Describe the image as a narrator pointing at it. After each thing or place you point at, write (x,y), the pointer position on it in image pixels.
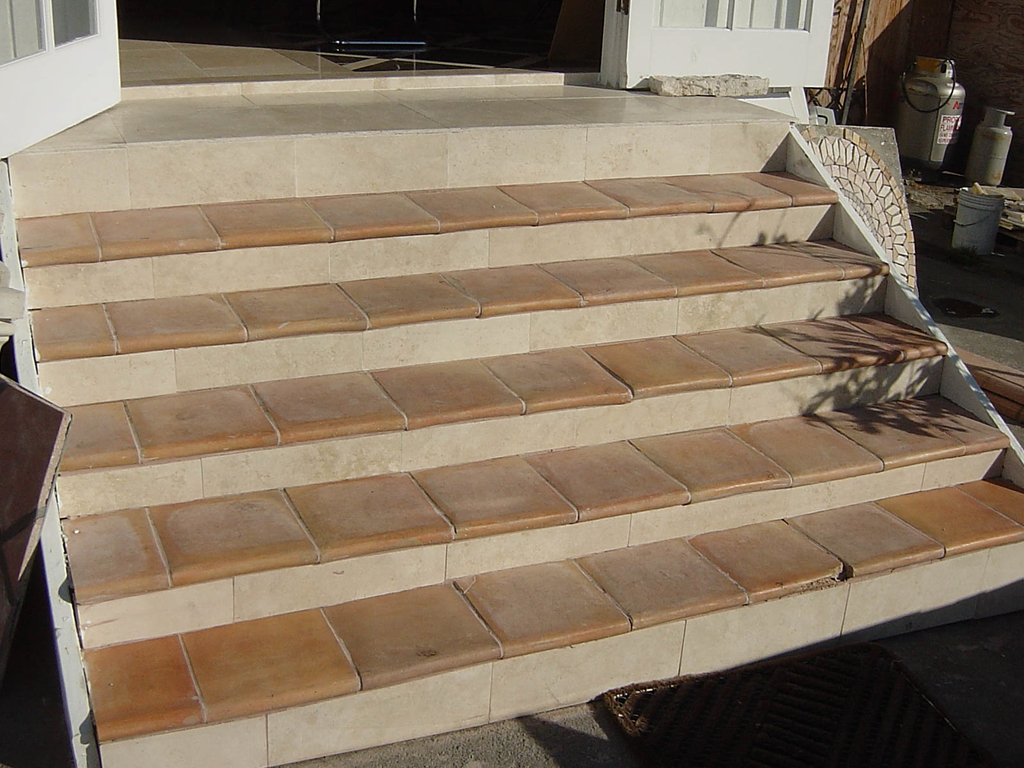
At the bottom of the picture (771,736), we see the doormat (770,724). Beside that, we see the staircase (499,375). In the left top (114,70), we see a white door (59,70). On the right side (930,138), we see the cans (988,142) and a white bucket (965,203). Beside that, we see a brown wall (867,20) and beside that, we see a white door (702,53) and a stone (695,91).
